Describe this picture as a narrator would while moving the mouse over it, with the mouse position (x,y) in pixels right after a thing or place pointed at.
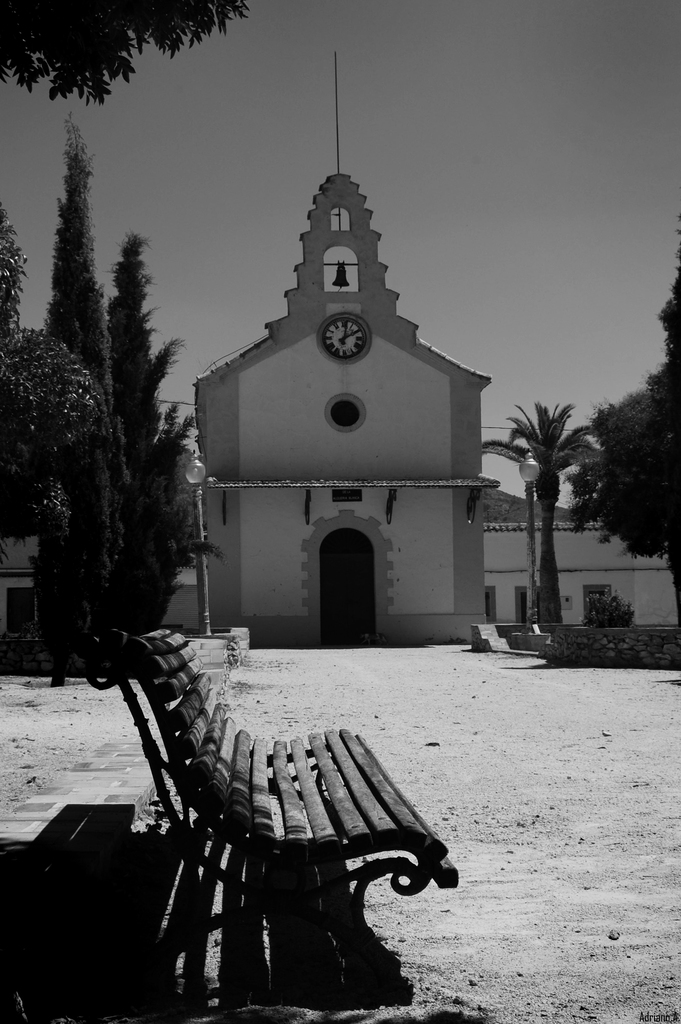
In this picture we can see a bench (148,648), in the background (79,497) we can find few trees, poles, lights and buildings (357,480), and it is a black and white photography.
